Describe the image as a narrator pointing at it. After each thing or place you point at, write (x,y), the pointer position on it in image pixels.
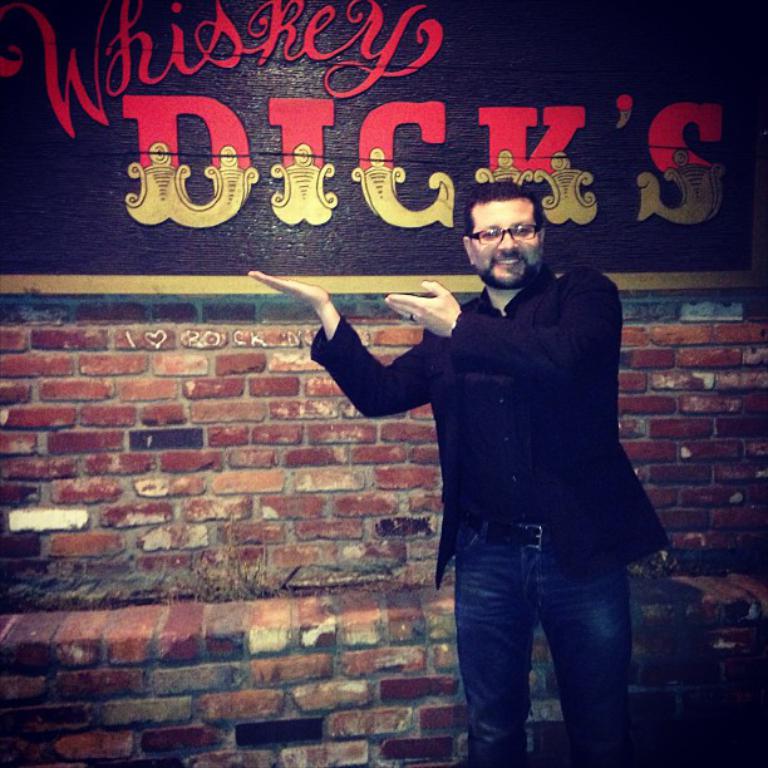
In this picture we can see a person (430,337) standing and smiling. We can see the text (136,210) and a few things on a board (348,19). There is the text (274,341) on a brick wall (275,341).
